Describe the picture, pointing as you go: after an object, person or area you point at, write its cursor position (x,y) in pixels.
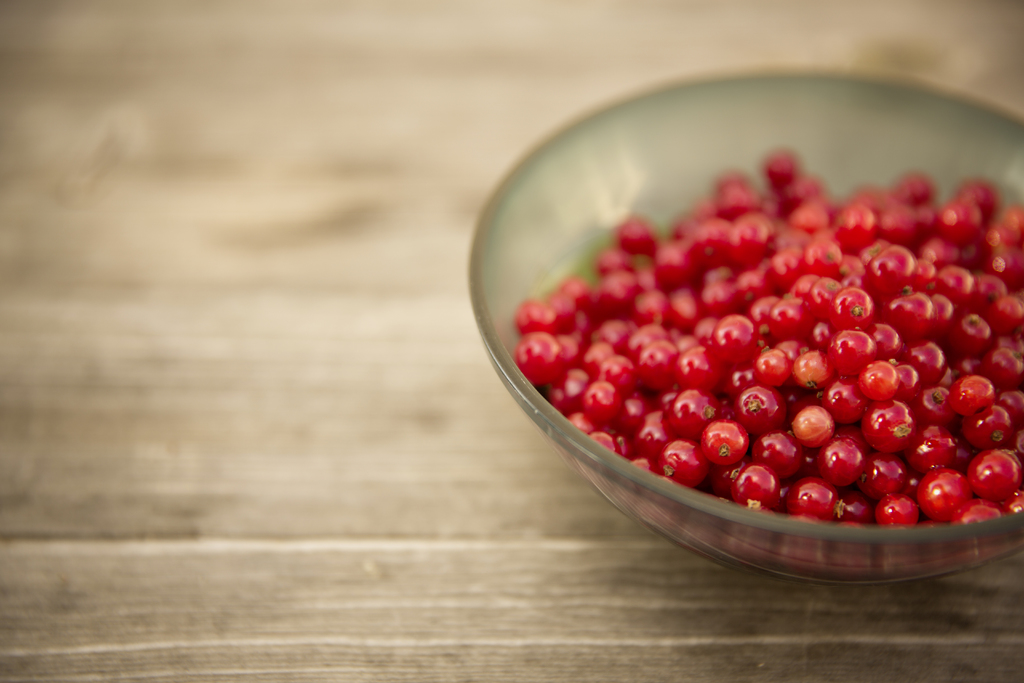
On the right of this picture (895,391) we can see a bowl (852,565) containing the red color food items (761,336) which seems to be the berries (805,345) and the bowl (522,281) is placed on the top of the wooden table (309,536).
